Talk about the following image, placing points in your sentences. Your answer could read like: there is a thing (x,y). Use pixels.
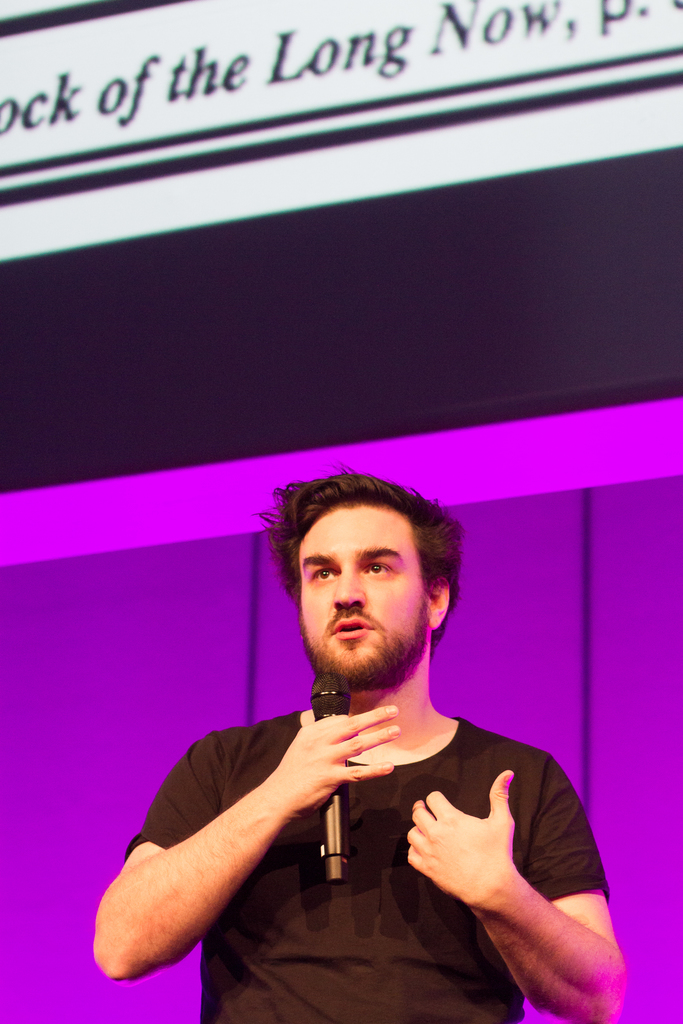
Here we can see a man (468,792) with a microphone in his hand (347,735).
